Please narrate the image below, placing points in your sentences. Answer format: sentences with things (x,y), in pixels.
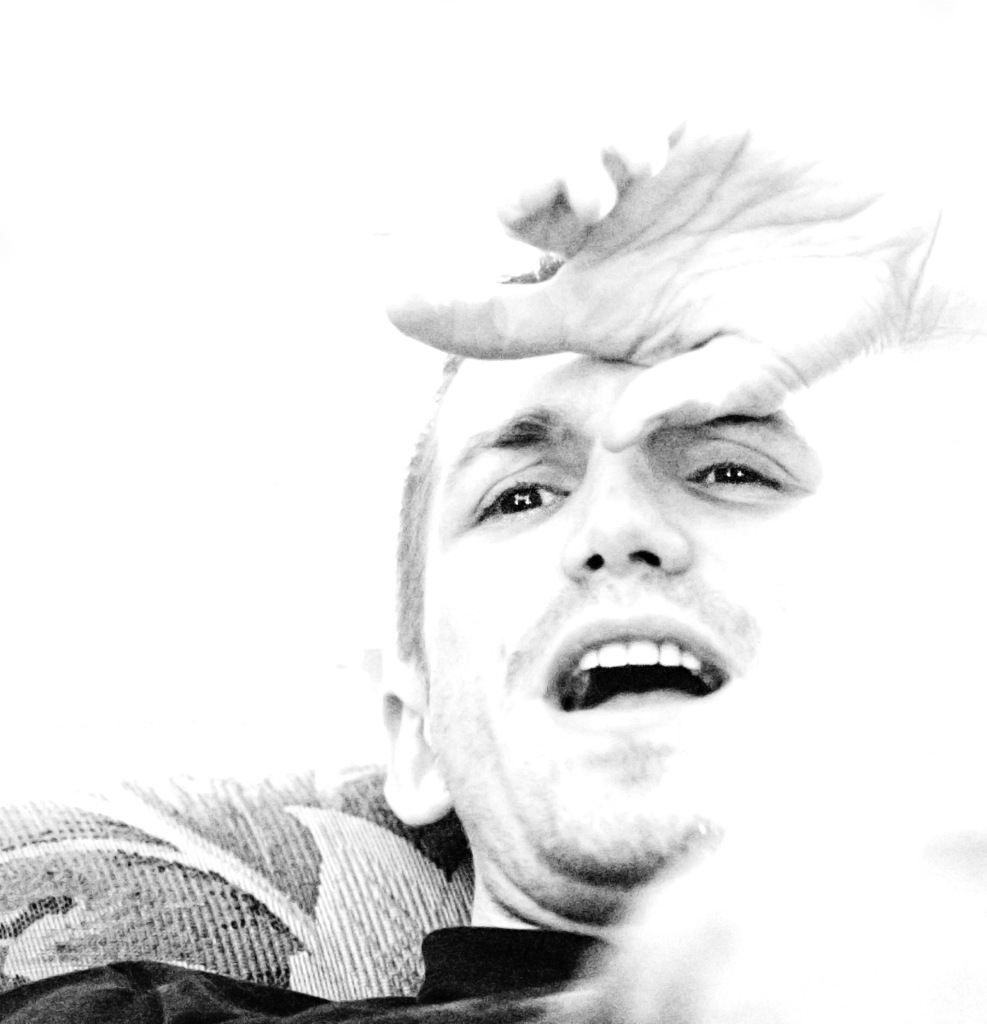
This is an edited image. There is a person (651,612) in this image.
